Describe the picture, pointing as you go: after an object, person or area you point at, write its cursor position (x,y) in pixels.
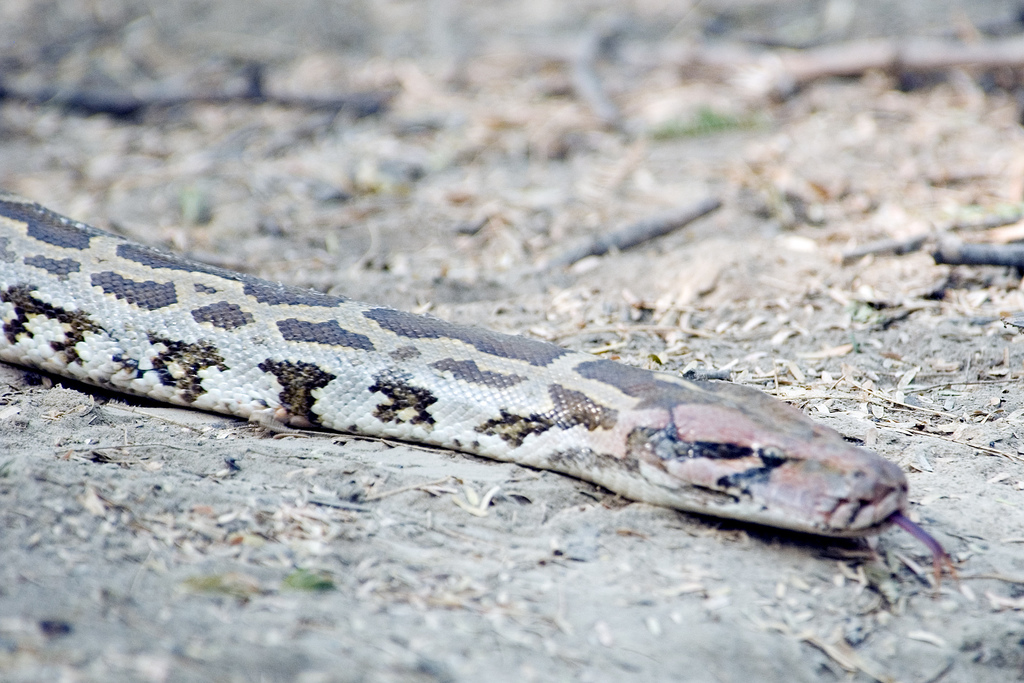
In this picture we can see a snake (271,326) on the ground (799,305) and in the background (533,84) we can see sticks (886,64), leaves (447,91) and it is blurry.
